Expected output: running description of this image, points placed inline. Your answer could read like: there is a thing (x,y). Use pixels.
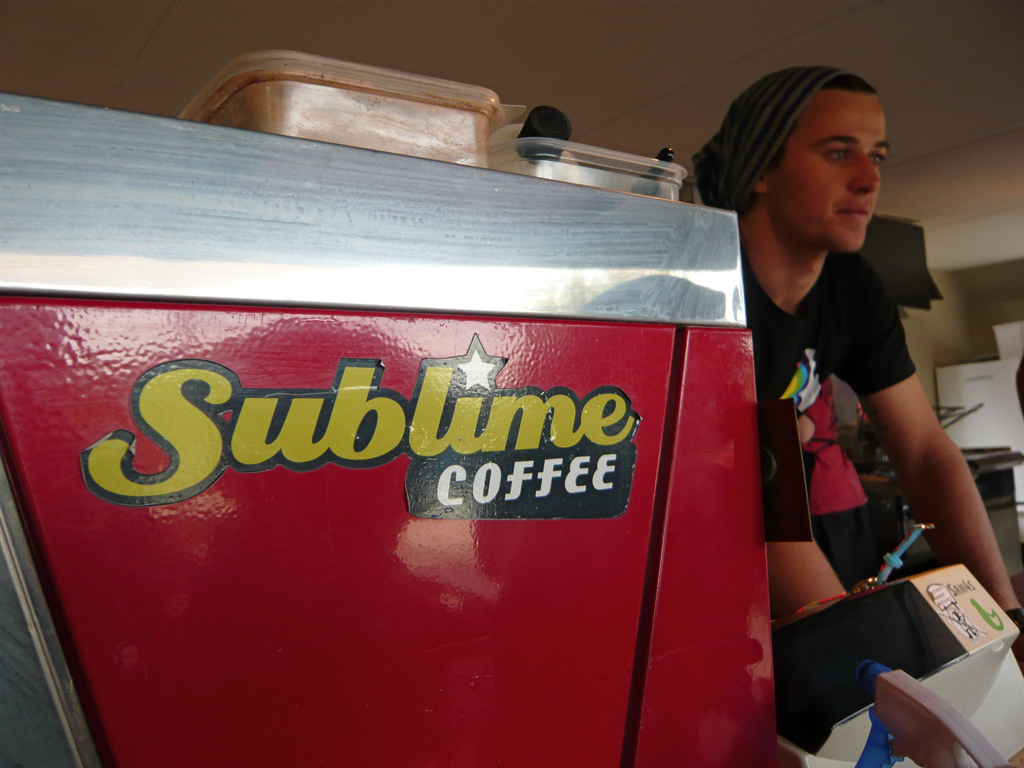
In this picture I can observe a man (853,343) on the right side (786,305). He is wearing black color T shirt (832,338). I can observe two plastic boxes (403,150) placed on the coffee vending machine (286,534) which is in red color.
